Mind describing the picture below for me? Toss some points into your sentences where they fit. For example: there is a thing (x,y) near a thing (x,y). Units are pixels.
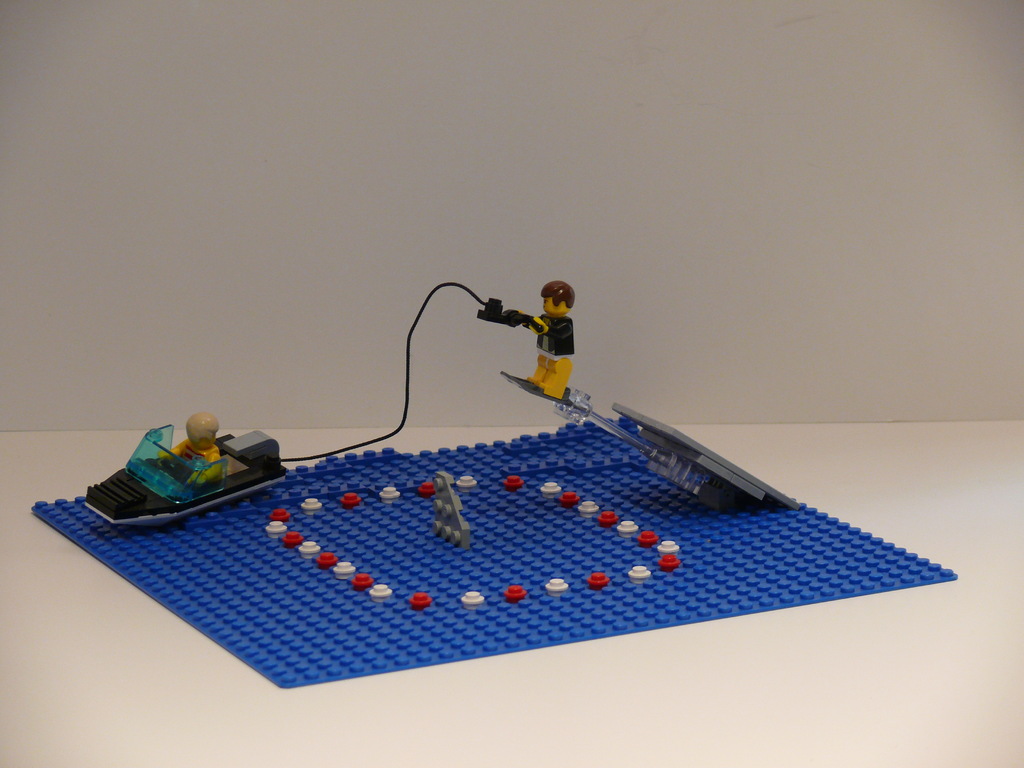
This image consists of a miniature (361,614). It is kept on the desk (423,693). The background (184,247) is white in color.
